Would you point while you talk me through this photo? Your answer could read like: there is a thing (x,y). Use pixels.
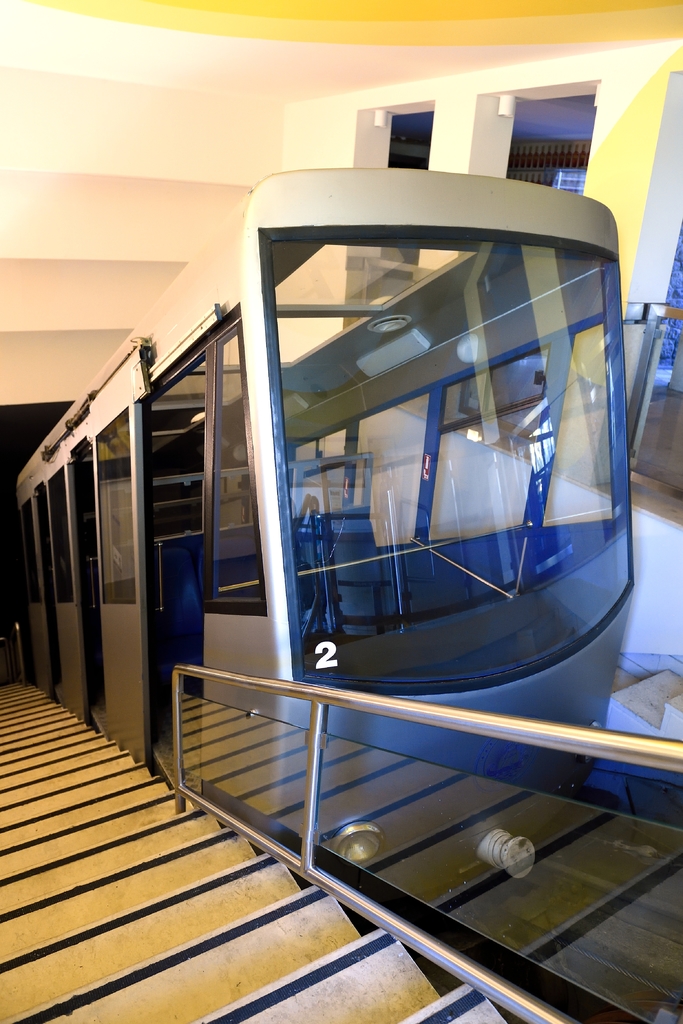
In this image we can see train (371,579), stairs (236,852), railing (318,733) and white color roof (98,96).
